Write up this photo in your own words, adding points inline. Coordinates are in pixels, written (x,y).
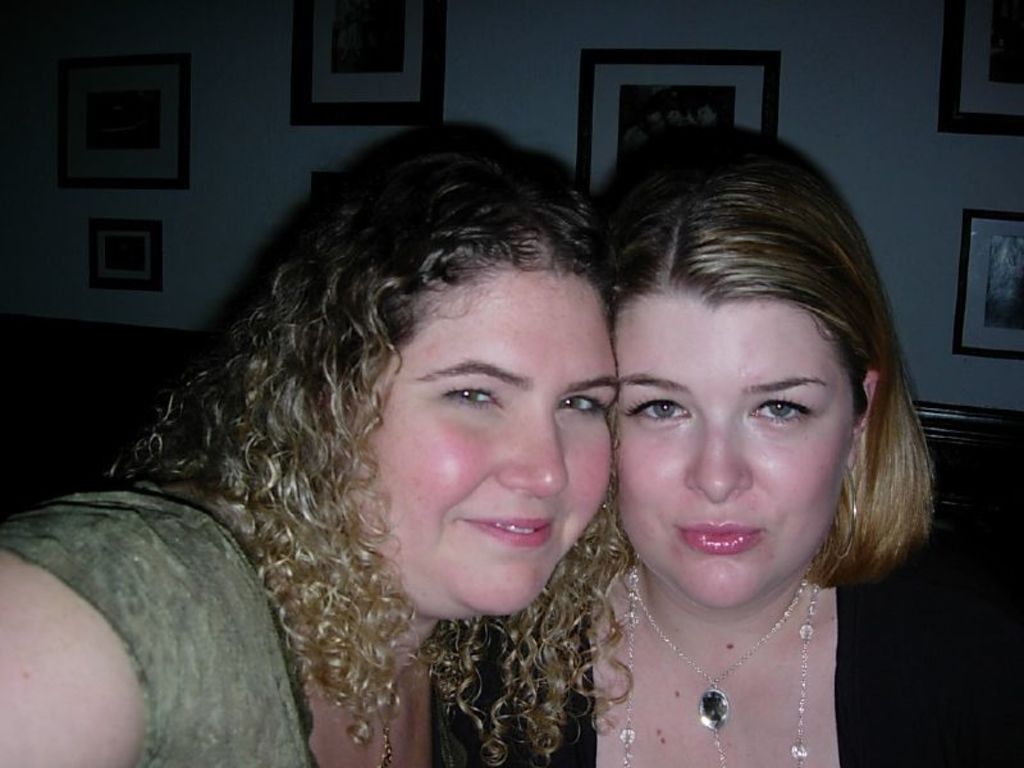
In this picture we can see two women (324,352) smiling and in the background (658,134) we can see frames (126,261) on the wall (966,134).
